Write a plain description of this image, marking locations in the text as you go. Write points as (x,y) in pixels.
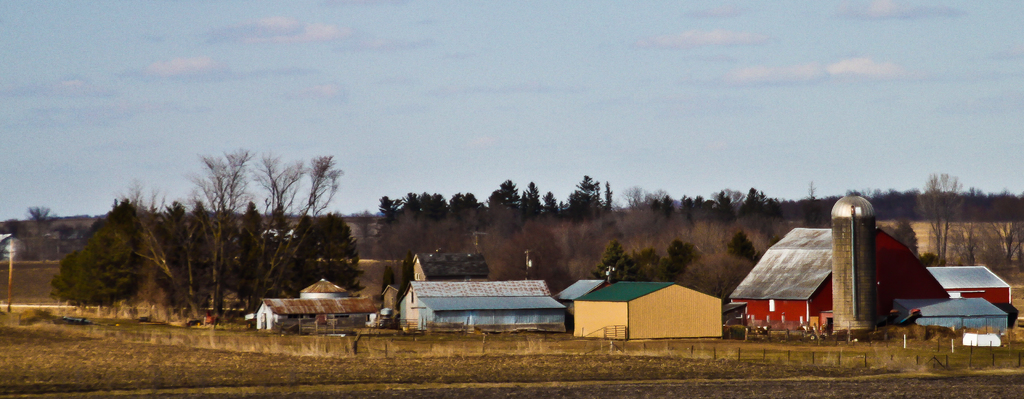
In the center of the image (433,259) we can see sheds (702,315). On the right (840,221) there is a silo (860,317). In the background (217,289) there are trees (315,223) and sky (411,118).
